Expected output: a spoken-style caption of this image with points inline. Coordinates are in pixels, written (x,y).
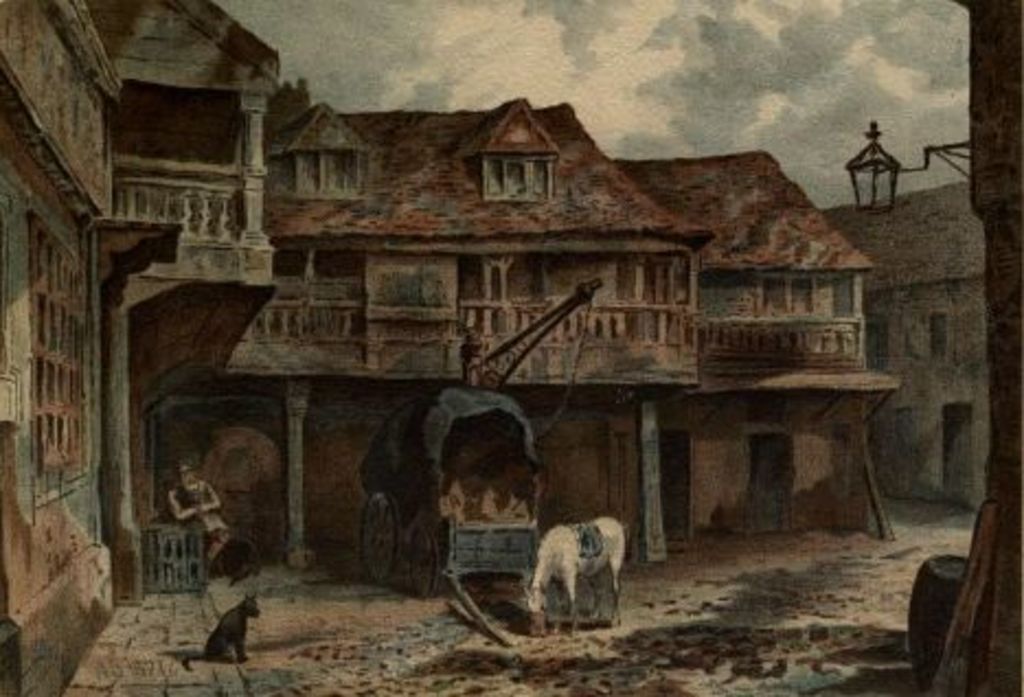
This is a painting and here we can see buildings (549,257), animals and we can see a person (200,508) and a cart (451,491) and a light (881,180). At the top (614,66), there are clouds (664,58) in the sky (691,72) and at the bottom (666,638), there is a ground (717,619).
